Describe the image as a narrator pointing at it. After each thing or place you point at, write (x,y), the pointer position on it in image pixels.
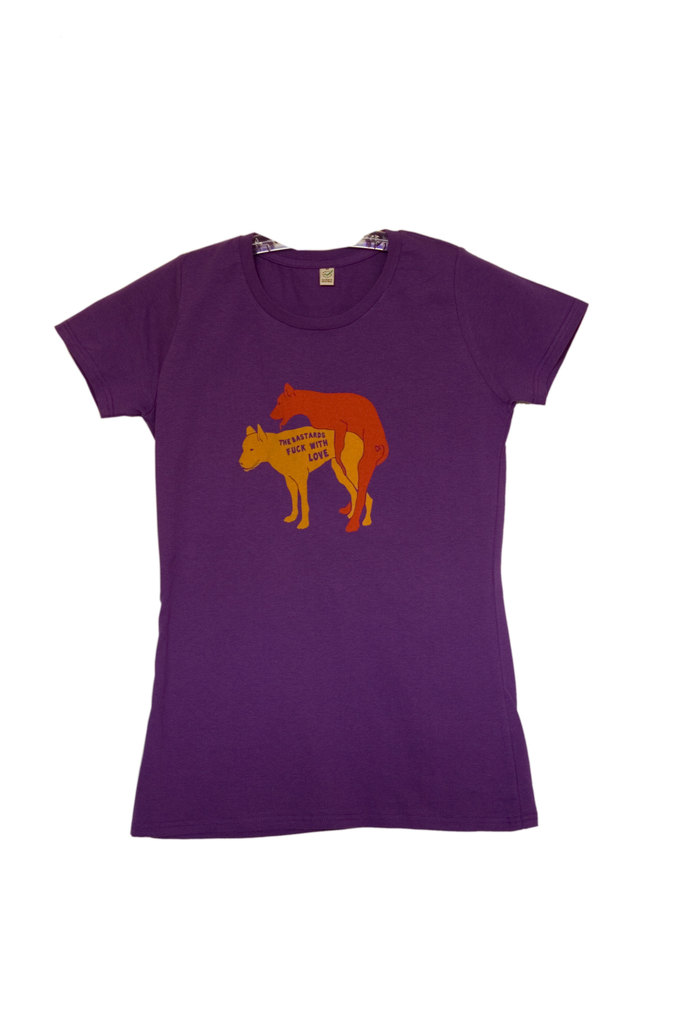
It is a purple color t-shirt (264,541), there are pictures (343,452) of animals (296,507) on it.
